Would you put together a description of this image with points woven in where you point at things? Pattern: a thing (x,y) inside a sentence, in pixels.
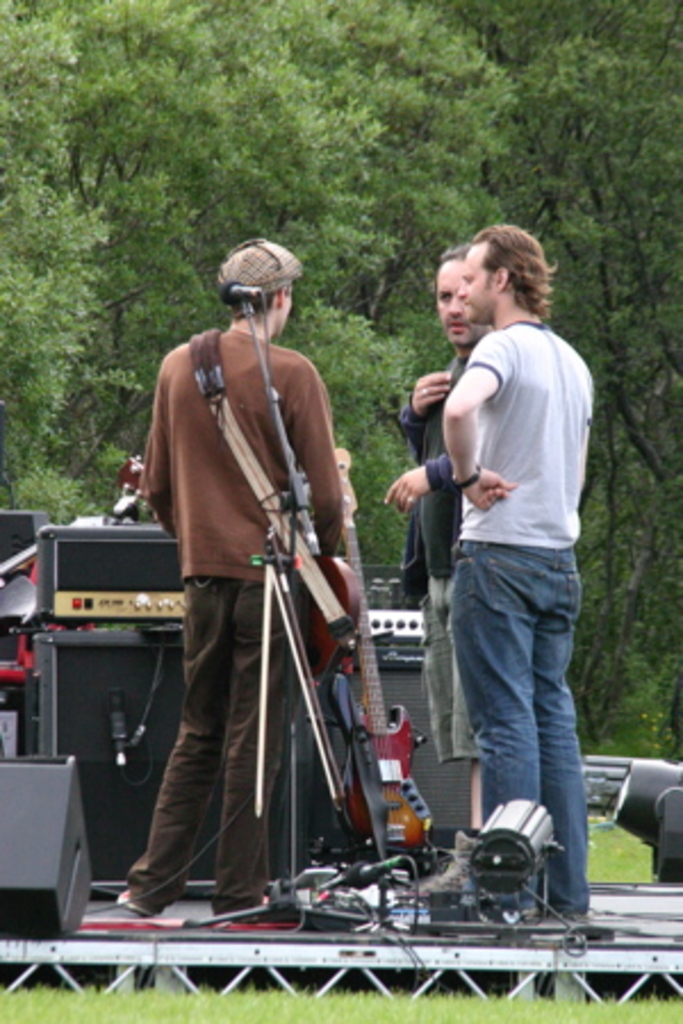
In this image we can see three people (489,809) standing on a stage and there are some musical instruments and a mic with stand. We can also see some speakers (441,830) and lights (656,844) and in the background (249,67), we can see some trees (471,167) and the grass (575,1021).
